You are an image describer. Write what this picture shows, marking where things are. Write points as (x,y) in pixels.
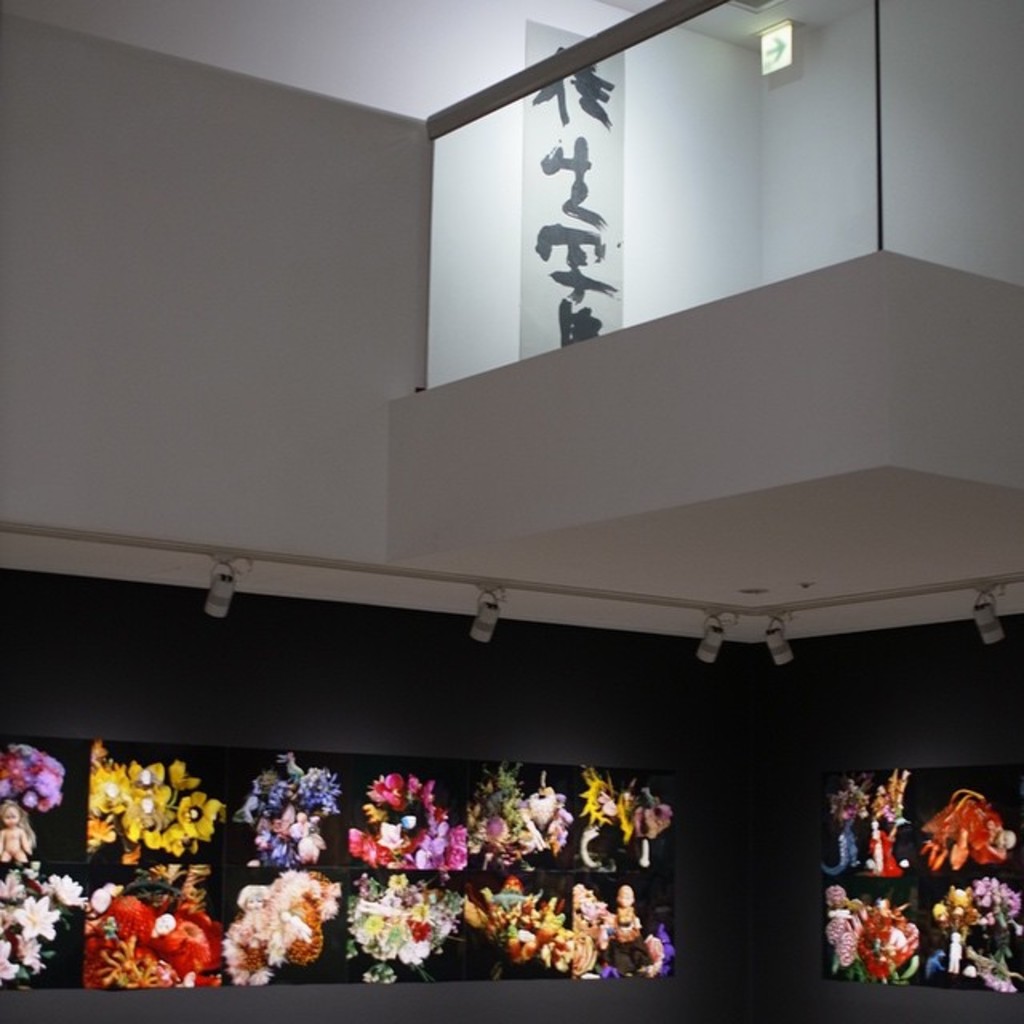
In this image there are flowers (957,828) and dolls (893,858) on the photos (637,859). Above the photos (619,862) there are lamps (495,597). Above the lamps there is a wall (185,402). Beside the wall (128,309) there is a glass fence (672,191). In the background of the image (612,193) there is a poster (554,304) attached to the wall (461,50).
